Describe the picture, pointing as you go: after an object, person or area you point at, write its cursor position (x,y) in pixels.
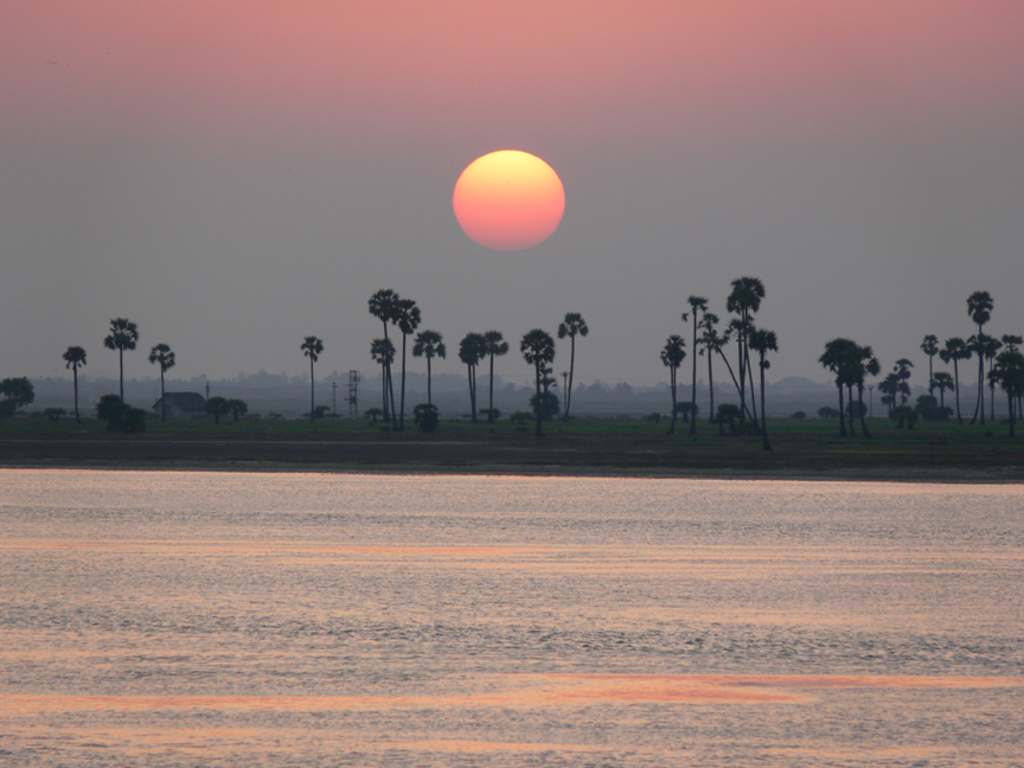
At the bottom of the image (432,532) we can see water (404,563). In the background (748,143) we can see trees (128,326), grass (844,459), sky (661,249) and sun (457,198).
